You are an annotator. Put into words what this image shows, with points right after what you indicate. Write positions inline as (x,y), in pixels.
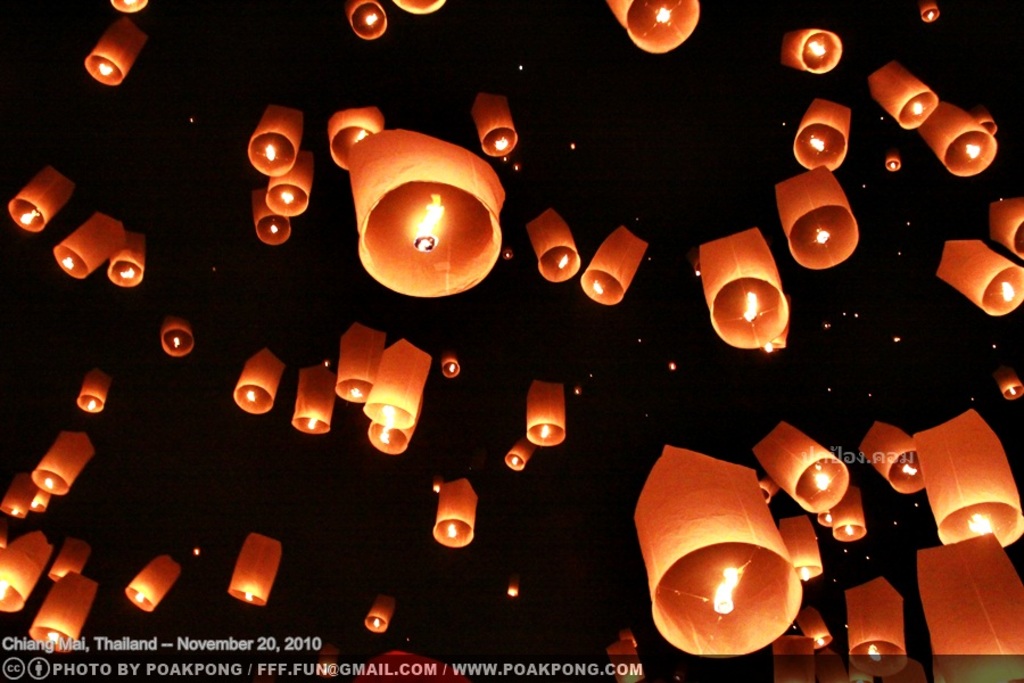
In this image we can see the night view of some sky lanterns (771,577) and there is some text (64,664) on the image.
